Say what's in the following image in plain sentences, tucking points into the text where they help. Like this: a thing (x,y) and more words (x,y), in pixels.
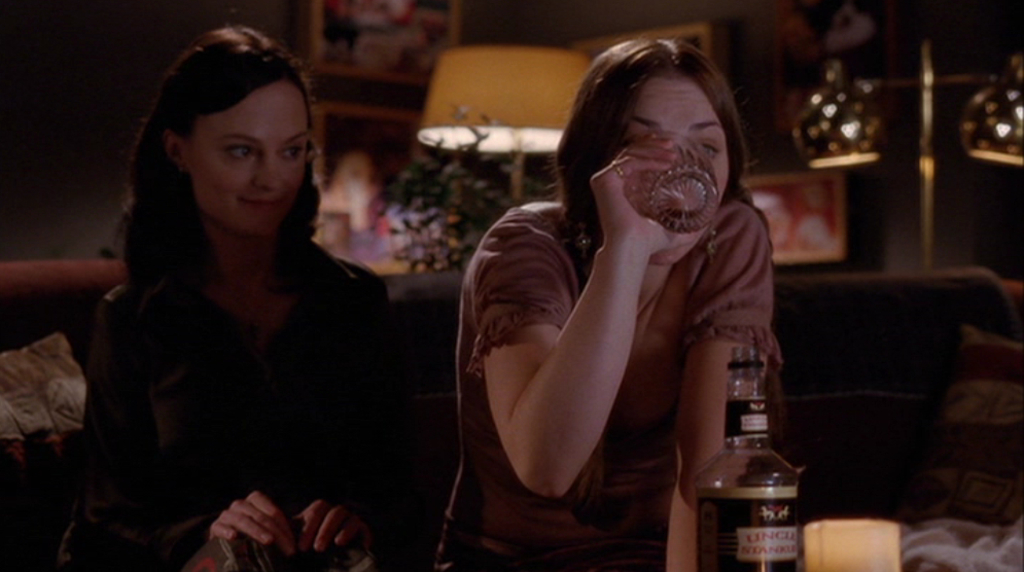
In the image there are two women (180,318) sitting on chair (815,400), On there is a woman (721,188) holding a glass (676,177) and sitting in front of a table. On table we can see a bottle (766,500), glass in background (513,111) there is a lamp (475,111) and few photo frames (834,205).
